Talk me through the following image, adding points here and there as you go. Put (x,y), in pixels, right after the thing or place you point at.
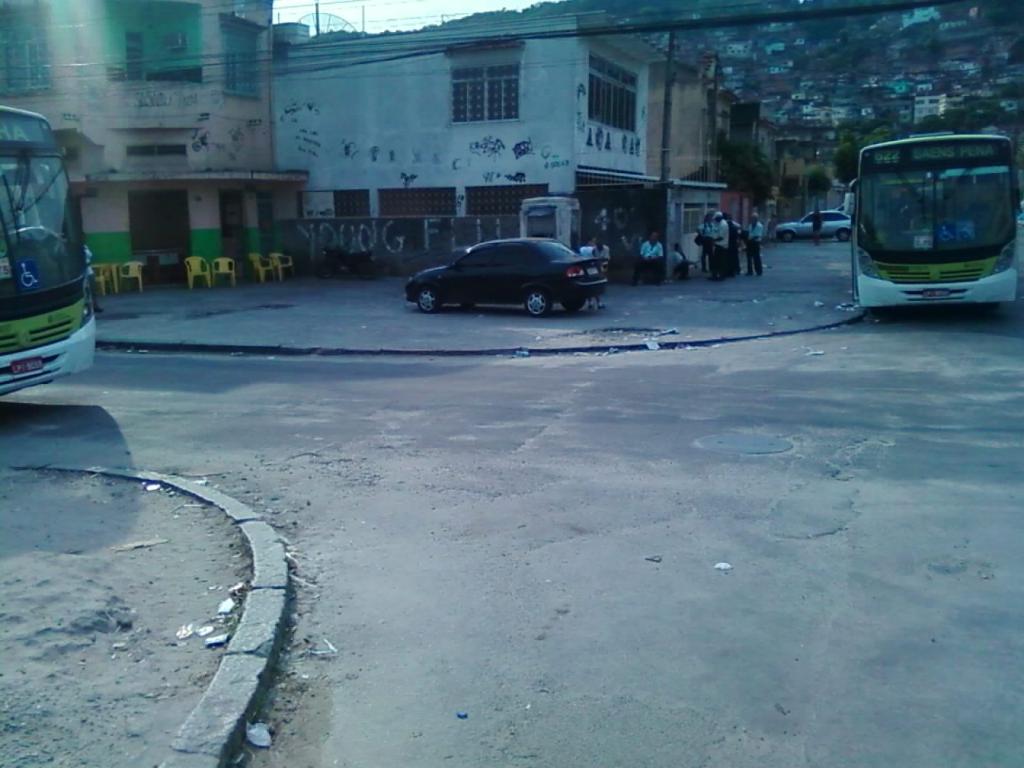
This image is taken outdoors. At the bottom of the image (396,648) there is a road (335,397). In the background (636,131) there are a few houses (283,142) with walls (245,120), windows (484,92), doors (223,193), pillars (216,204) and roofs (582,22). There are a few wires (685,23). There are many houses (868,88) and trees (849,156). A car (824,213) is parked on the road (781,260). In the middle of the image (653,275) a few people (705,239) are standing on the road (688,277) and a man (654,259) is sitting on the chair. A car (593,270) is parked on the road (512,329). There are many empty chairs (188,271). On the left (40,283) and right sides of the image two buses (909,215) are parked on the ground (645,290).
